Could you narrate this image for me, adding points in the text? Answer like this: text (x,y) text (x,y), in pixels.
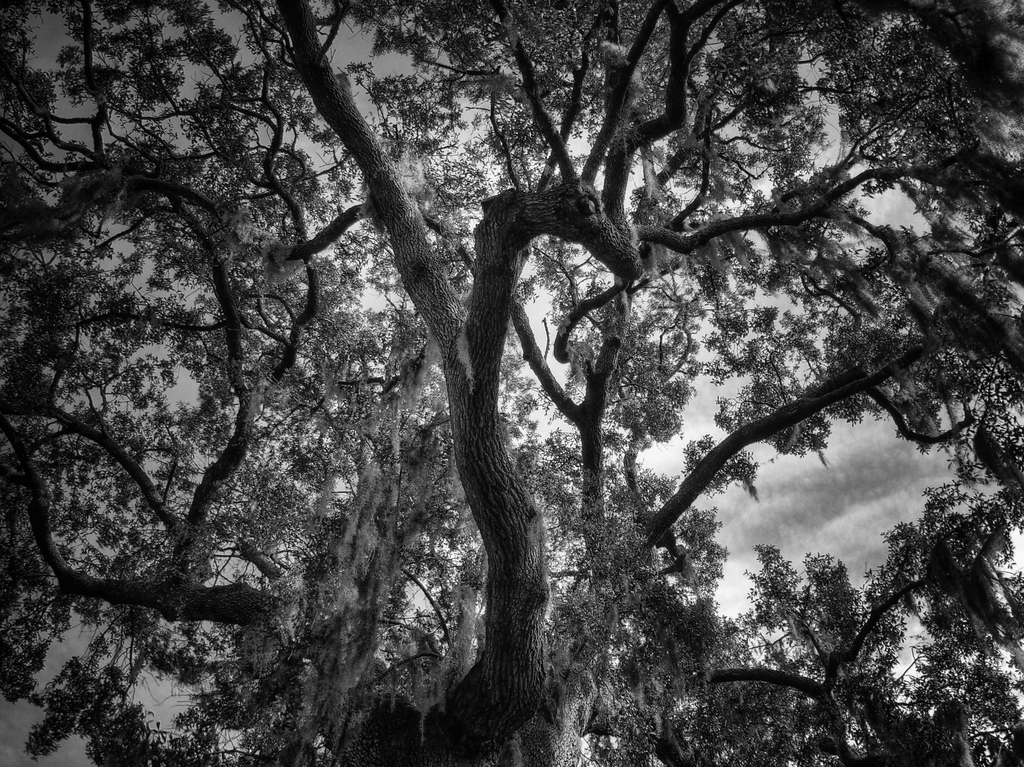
In the foreground of this image (577,450), there is a tree (330,479) with many branches (754,223), the sky (576,169) and the cloud (758,239).
